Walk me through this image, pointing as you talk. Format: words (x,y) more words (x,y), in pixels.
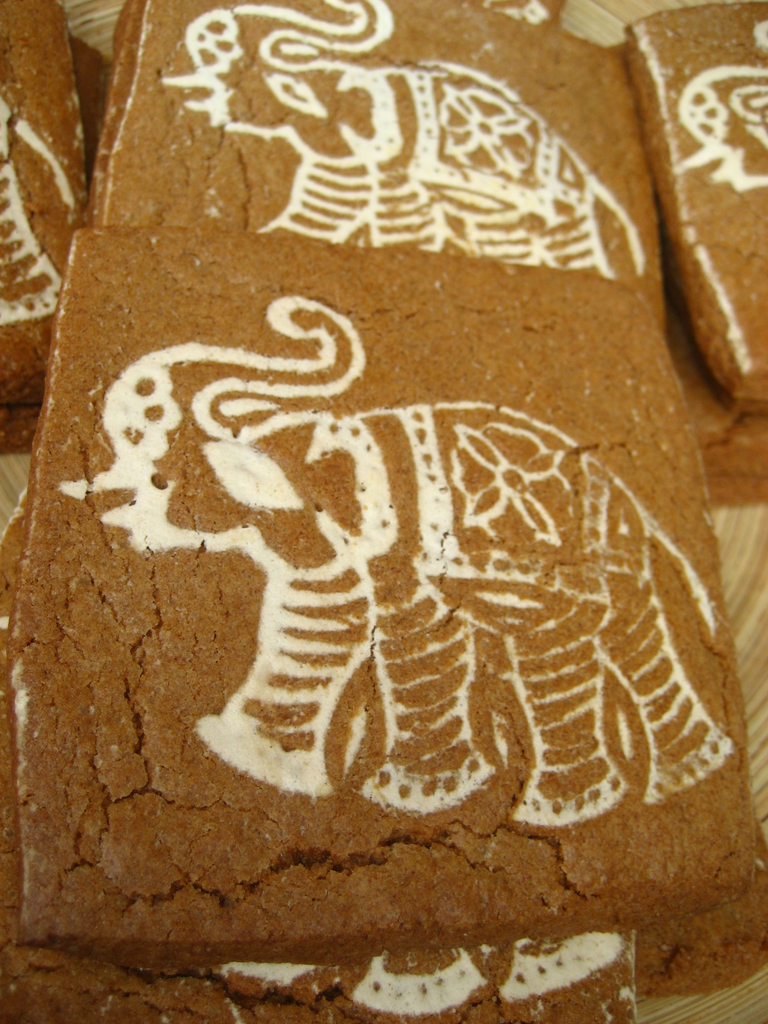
In this image I can see few brown colour things (343,545) and on it I can see sketches (547,238) in white colour.
